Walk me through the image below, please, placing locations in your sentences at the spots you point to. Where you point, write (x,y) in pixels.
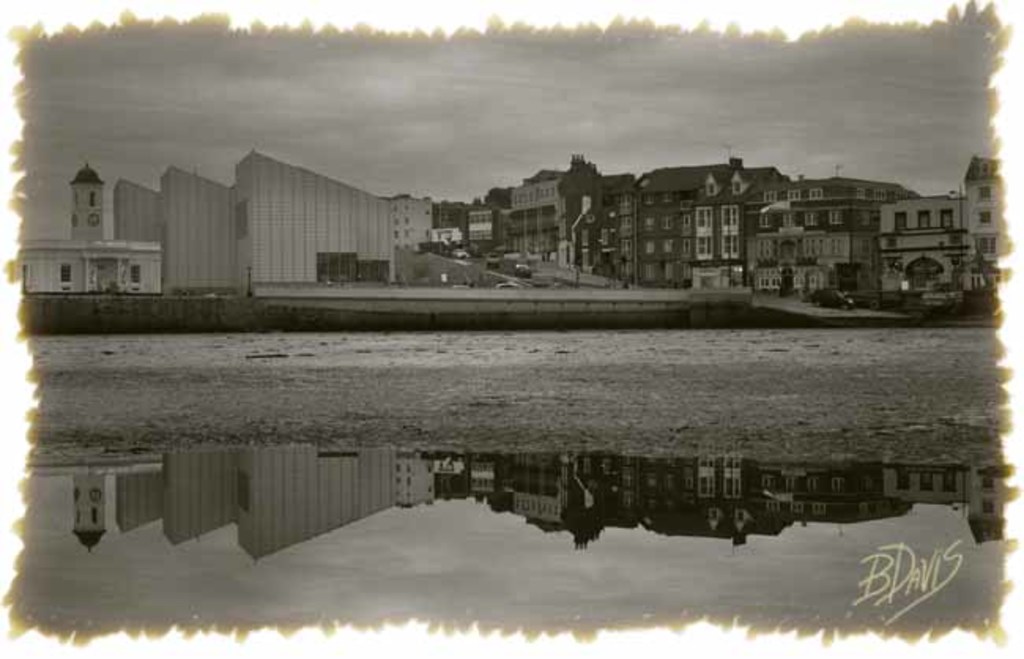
This image is in black and white where we can see the road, buildings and the sky (963,123). Here we can see the reflection (389,579) of the above image in the water (788,528). Here we can see the watermark (873,586).
